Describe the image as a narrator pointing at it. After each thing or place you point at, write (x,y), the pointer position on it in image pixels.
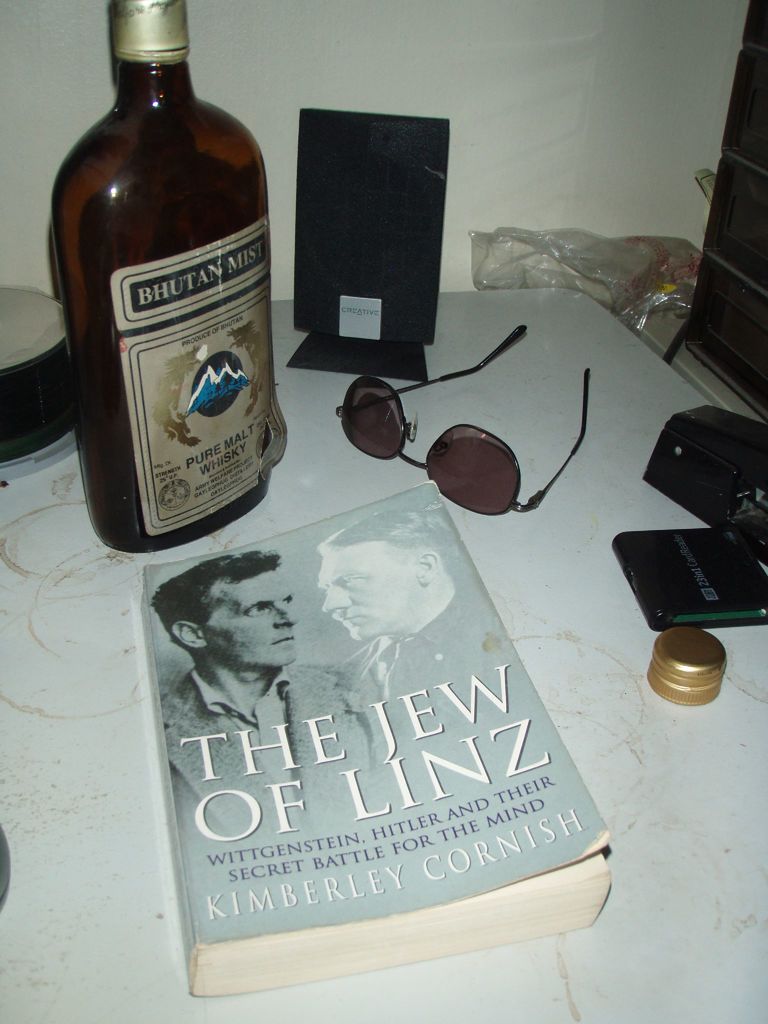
In this picture we can see table (610,669) and on table (561,648) we have book (433,698), spectacle (430,472), bottle (194,272), speaker (433,305), box (678,553), cap (704,680), plastic cover (607,298).
